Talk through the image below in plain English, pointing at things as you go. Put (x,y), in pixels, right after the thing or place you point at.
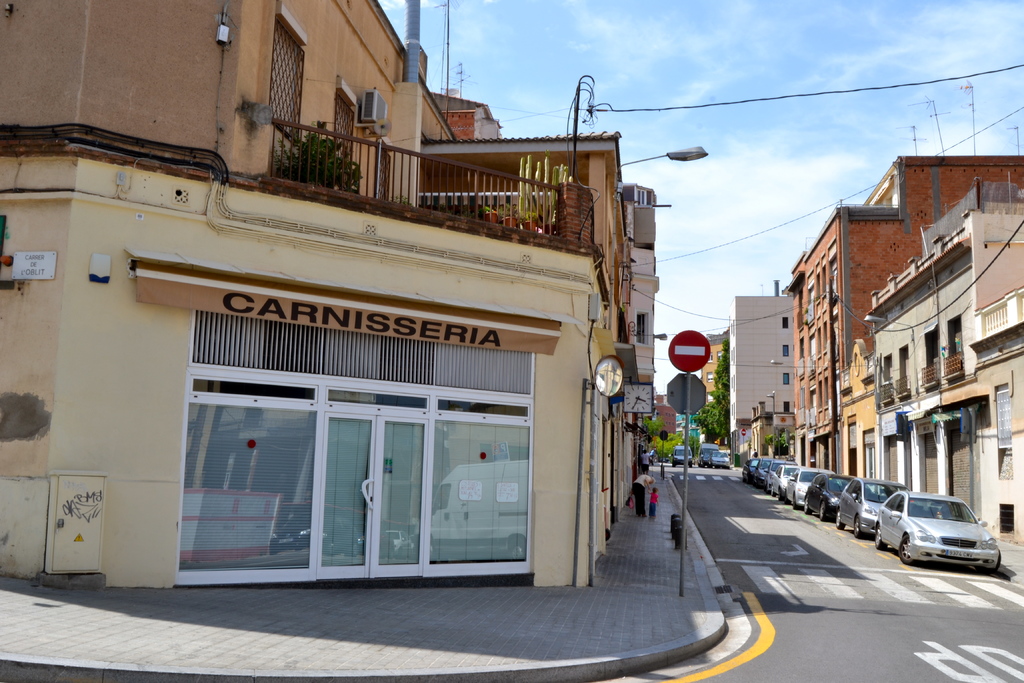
In this picture we can see there is a clock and there is a pole (686,400) with boards (677,408). On the right side of the pole (686,470), there are vehicles (725,459) and trees (667,443). On the left (338,261) and right side of the image (808,458), there are buildings (335,273). At the top of the image (676,171), there are cables (782,223) and the sky (649,116).
